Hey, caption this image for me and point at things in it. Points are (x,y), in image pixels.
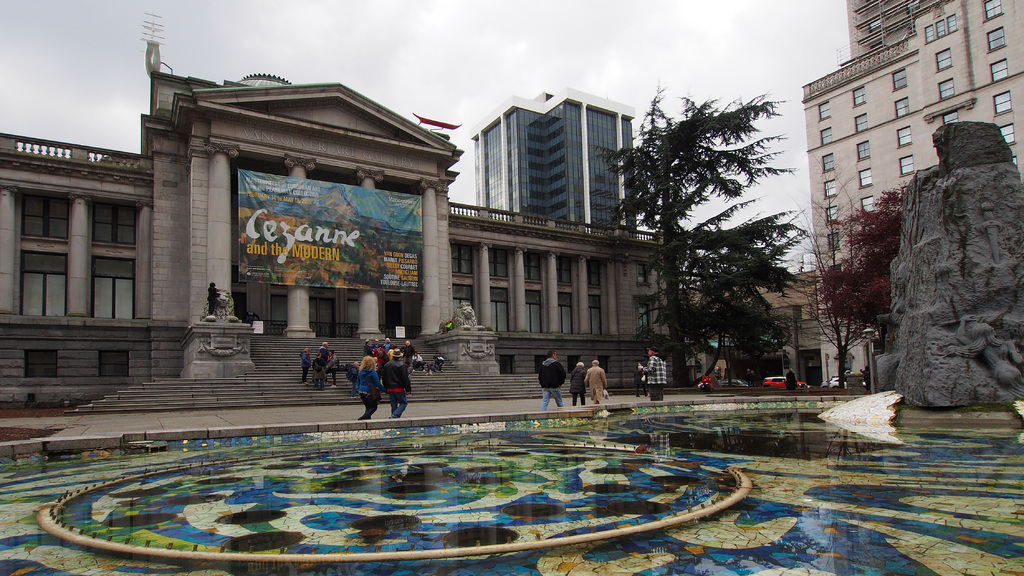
This image consists of a fountain (710,518). To the right (969,257), there is a rock (969,257). In the front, there is a building (433,303) to which a banner (345,269) is tied. And there are many people (370,393) in this image. At the top (485,48), there is a sky (444,28).
